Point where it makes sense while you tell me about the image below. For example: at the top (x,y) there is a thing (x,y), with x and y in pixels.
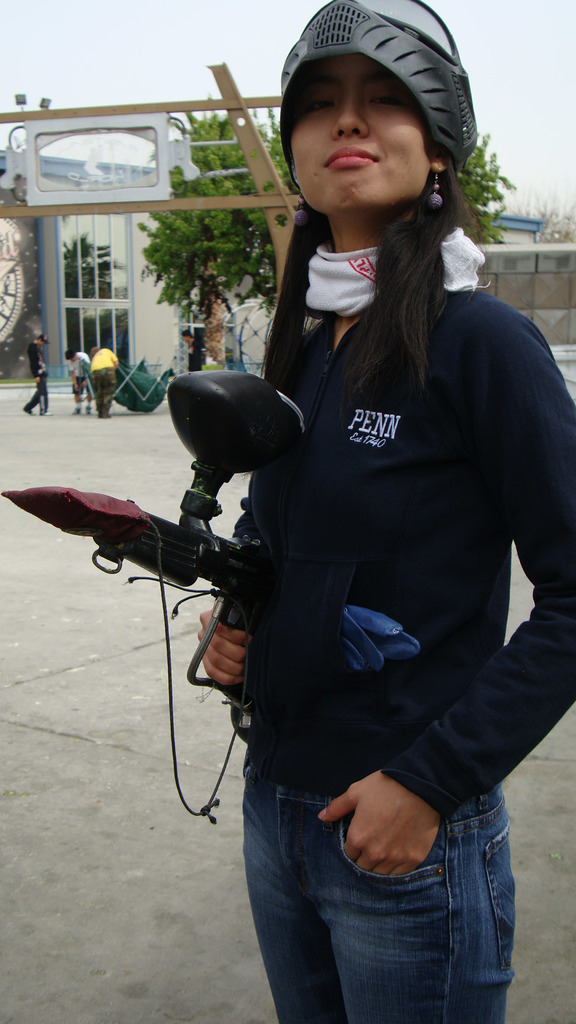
In the foreground of the picture (416,579) there is a woman (398,210) wearing a helmet (414,6) and holding an object (204,505) is standing. In the background (199,261) there are trees (259,257), building (121,232), wall (559,291), gate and people (114,357). Sky (254,36) is cloudy.
